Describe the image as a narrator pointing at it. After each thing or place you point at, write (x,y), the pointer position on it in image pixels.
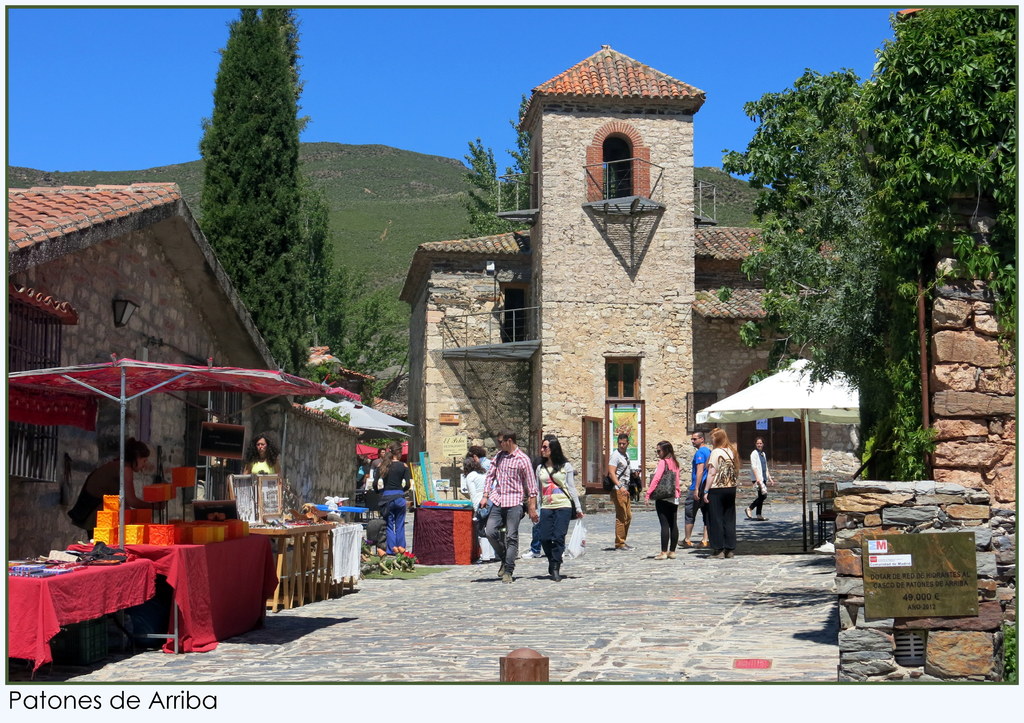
In this picture I can see few people (540,535) walking in the middle (527,467). On the left (273,377) it looks like a tent (186,390), in the background (307,482) there are buildings (488,436) and trees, there is the sky (498,146) at the top (477,140). On the right side (879,596) I can see a board (949,591), in the bottom left hand side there is the text (213,703).
